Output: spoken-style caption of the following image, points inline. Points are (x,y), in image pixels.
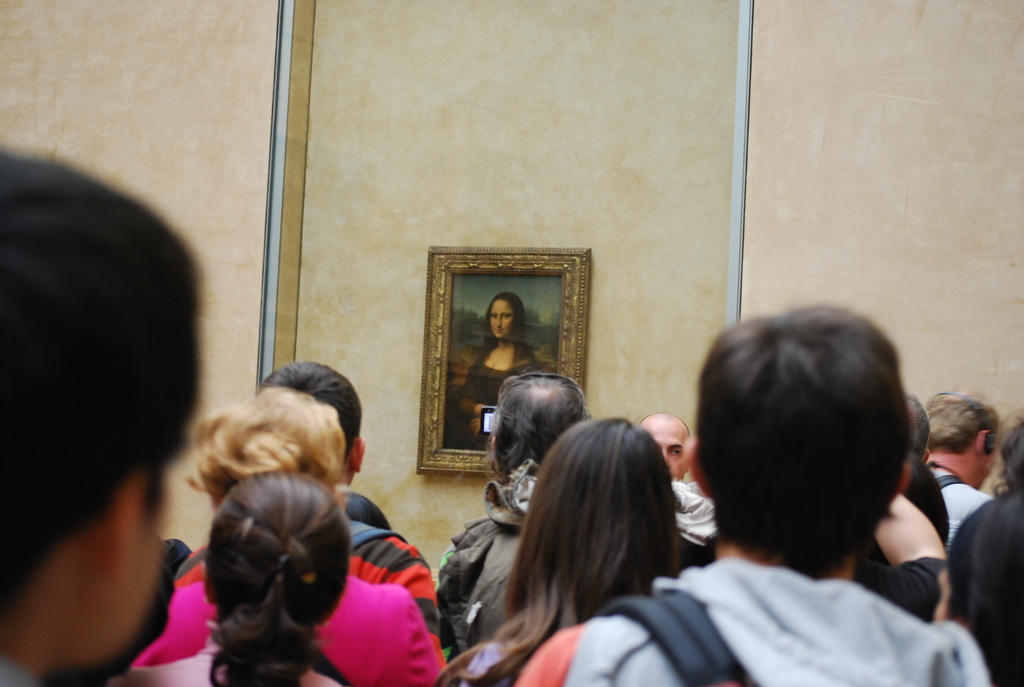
In the picture we can see some people (714,505) are standing and looking to the wall (22,94) with a photo frame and Monalisa painting (529,296) on it.
